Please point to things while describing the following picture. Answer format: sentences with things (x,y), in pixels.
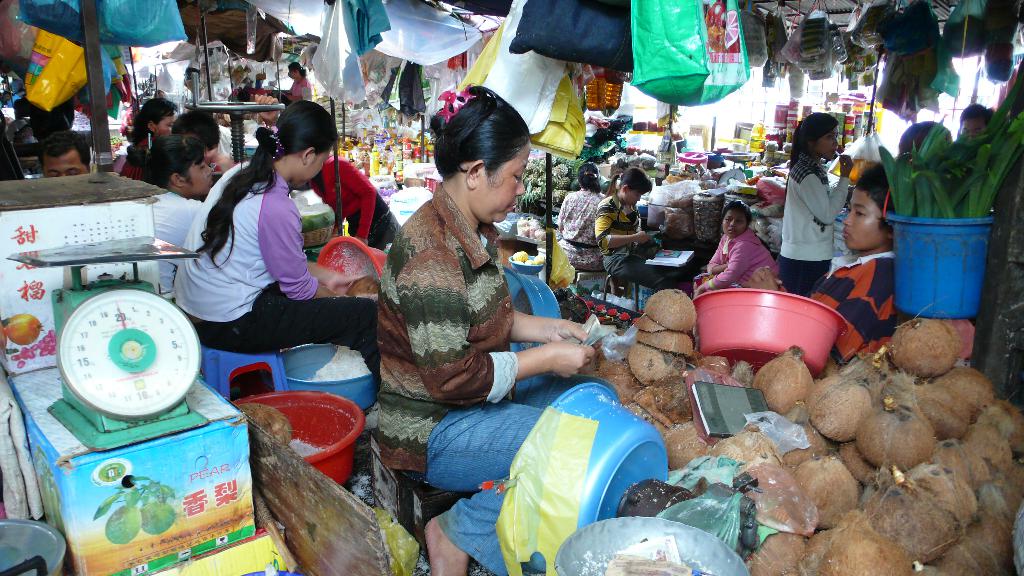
In this image we can see a group of people (583,353) sitting under a roof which is tied with some bags (528,100) and bottles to it. In that we can see a woman (438,205) holding some currency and the other is holding a tub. We can also see a weighing scale (179,405), cardboard boxes (111,489), some tubs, plastic stools (219,388), a book (711,416), a metal container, some covers (543,557), coconuts (912,451) and a plant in a pot (914,291). On the backside (543,240) we can see some containers (432,175) with food items (543,225), vegetables (530,228) and some people (586,168) standing.
